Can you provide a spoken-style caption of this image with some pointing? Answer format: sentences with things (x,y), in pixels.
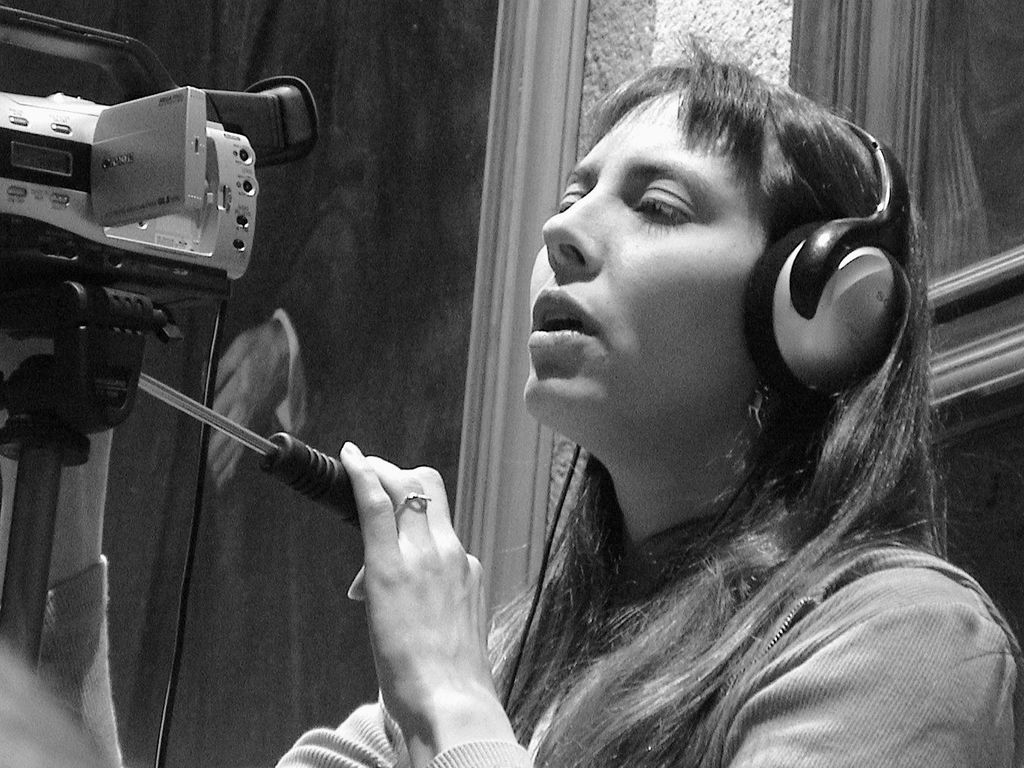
In the image I can see a person (708,581) who is wearing the headsets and standing in front of the stand (109,402) to which there is a camera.
